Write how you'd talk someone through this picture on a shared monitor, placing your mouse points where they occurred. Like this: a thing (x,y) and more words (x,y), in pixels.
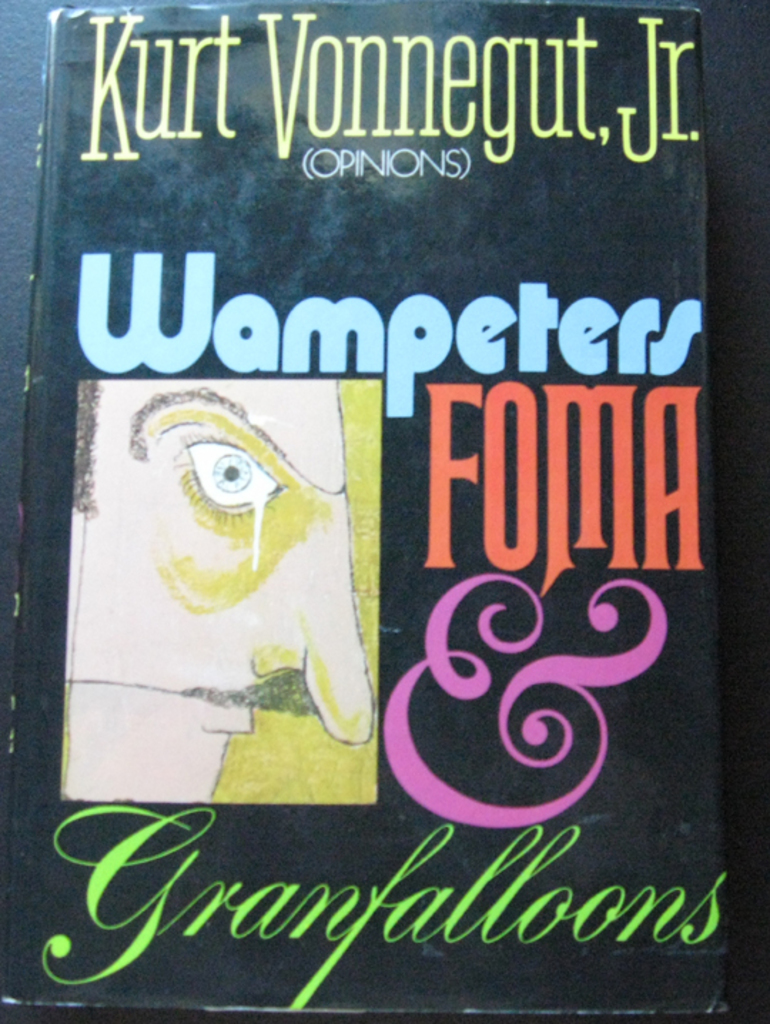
Here we can see a book (305,514). On this book (296,624) we can see picture (104,515) of a person face (319,544) and text (689,315) written on it.
